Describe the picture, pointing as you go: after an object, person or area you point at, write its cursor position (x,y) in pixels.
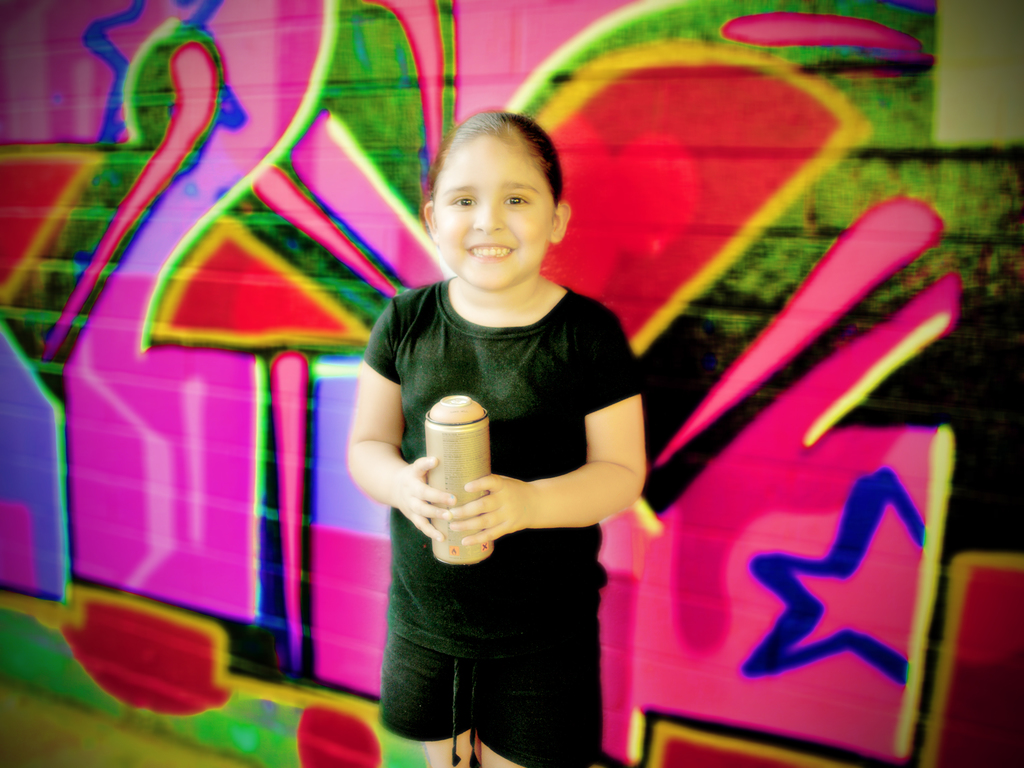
At the center of the image (635,480) there is a girl (591,444) holding an object (449,469) and she is smiling. Behind her there is a wall (203,417) with the painting (146,568) on it.
